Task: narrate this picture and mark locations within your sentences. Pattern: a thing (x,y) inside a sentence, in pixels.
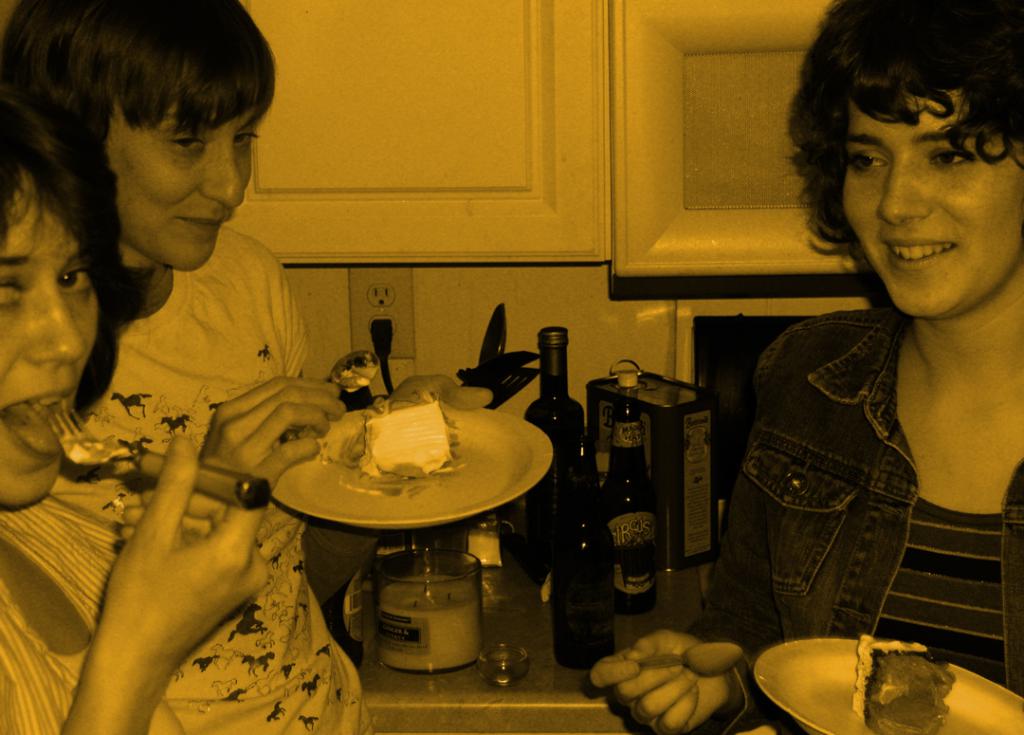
Here we can see three persons (810,436). They are holding plates (961,710) and spoons (346,383). She is holding a fork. Here we can see bottles (629,476), box (672,561), and a glass (442,609).
